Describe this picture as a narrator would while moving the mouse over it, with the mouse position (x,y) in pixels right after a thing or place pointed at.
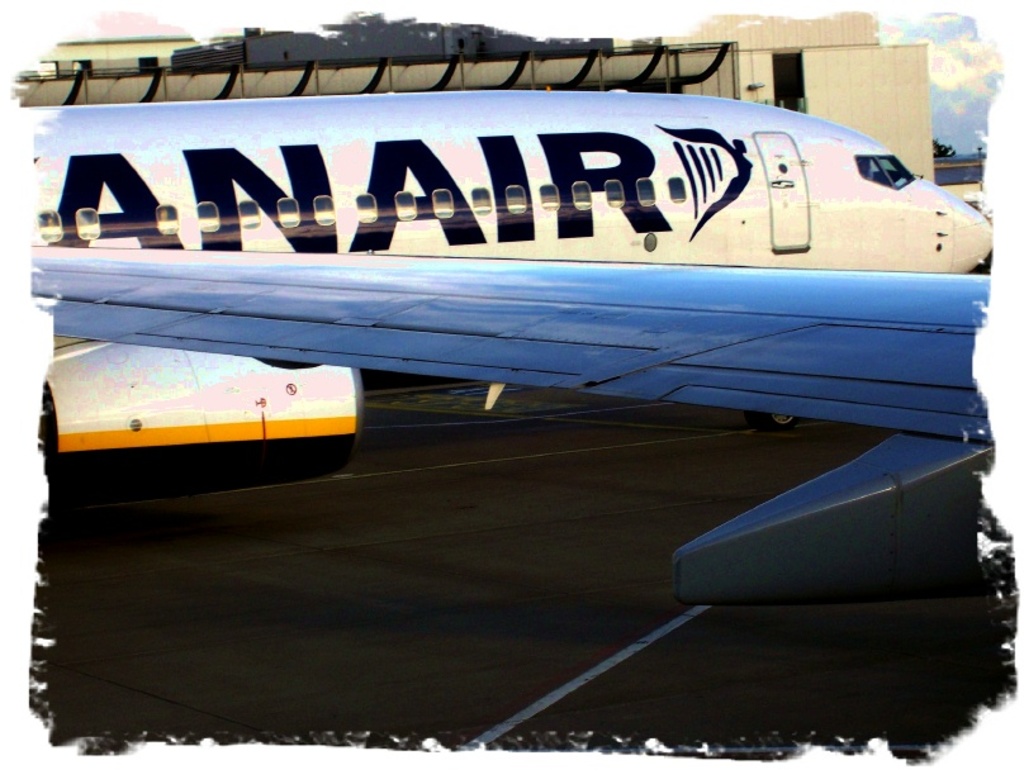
In this image there is a ground (402,606) in the bottom of this image (407,579) and there is an aeroplane (567,288) in middle of this image (525,279) and there is a building (651,65) in the background (688,75).
